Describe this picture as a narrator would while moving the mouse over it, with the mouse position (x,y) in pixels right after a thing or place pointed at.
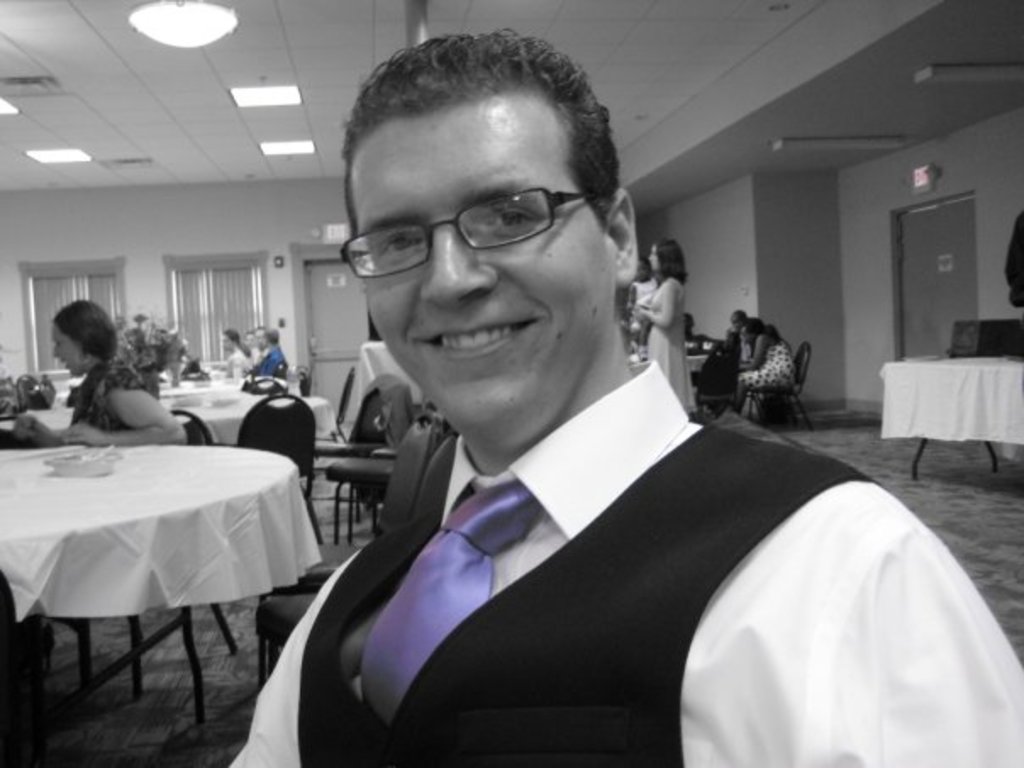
This is a image consist of inside view of a building (355,348), there are some tables (181,479) and chairs (258,409) on the floor (328,513). And a person (487,373) on the middle (556,441) wearing white color shirt (851,630) and black color coat (587,600) he is smiling and he is wearing spectacles (378,268). And on the right side (944,368) there is a table (948,409), on the table (902,393) there is a white color cloth (907,377) and there is a door (931,280) and there are some persons (744,313) sitting on the chair (716,359) on the right side (708,390) corner, there are some curtains (43,285) attached to the window (25,300) and there are lights (165,21) on the roof (181,102) on left side (172,38).
